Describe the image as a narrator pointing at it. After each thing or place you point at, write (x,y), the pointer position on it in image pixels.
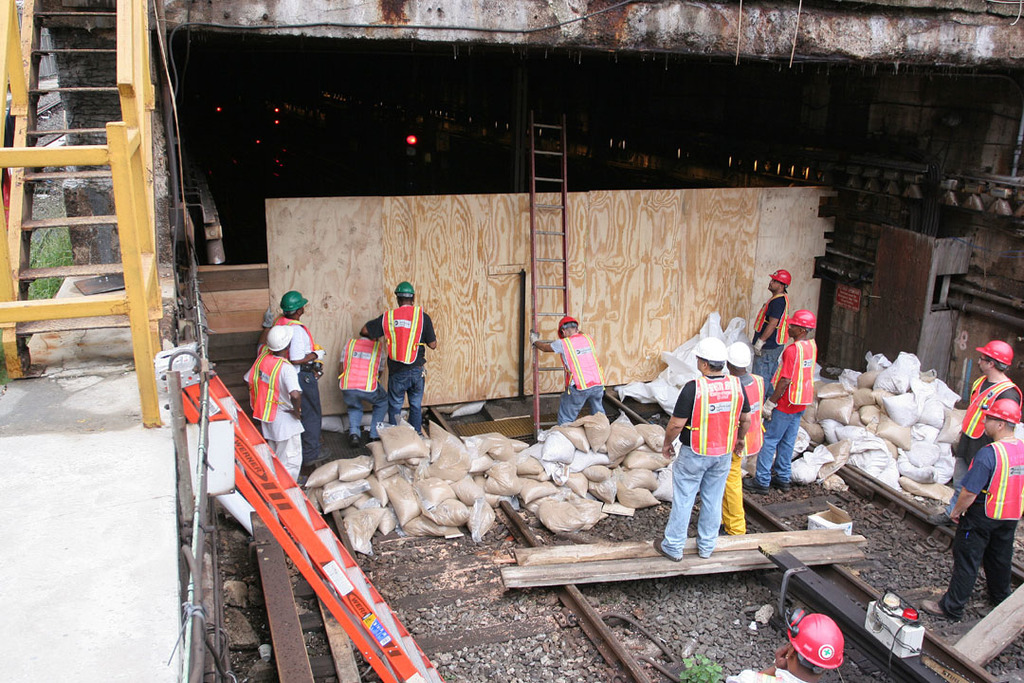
In the picture I can see a few men (261,357) standing on the railway tracks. They are wearing the safety jacket (364,343) and I can see the hard hat (281,339) on their head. I can see a man (563,323) holding the ladder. There is a metal staircase (127,210) on the top left side of the picture (149,166). I can see the wooden block (806,211).
